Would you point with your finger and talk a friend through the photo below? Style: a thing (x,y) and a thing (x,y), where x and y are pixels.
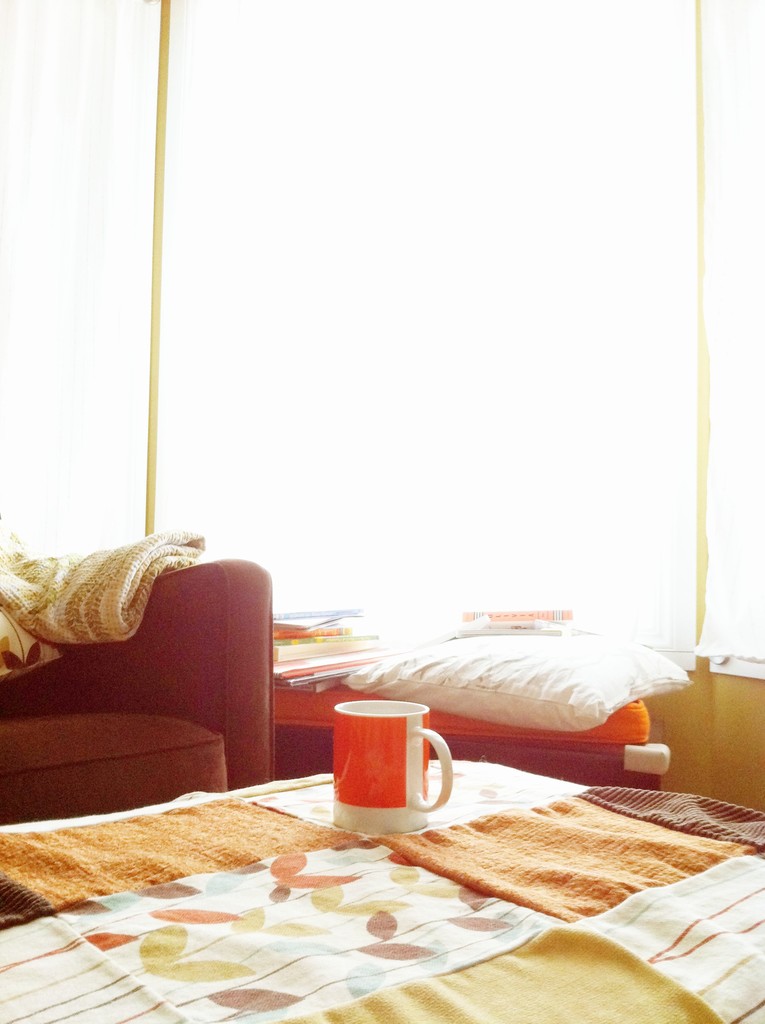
Here we can see a cup (371,705) placed on a bed (128,825) and there is a chair (224,752) beside that and we can see books (286,641) present on the table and we can see curtain (75,294).
